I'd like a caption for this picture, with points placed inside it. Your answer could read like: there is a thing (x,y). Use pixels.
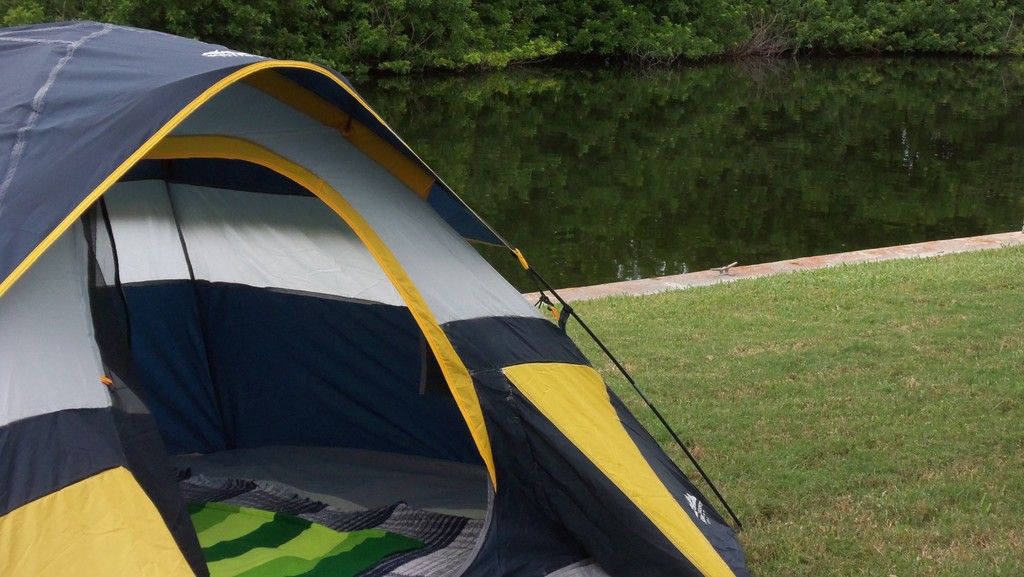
In this image I can see grass ground (747,472) and on it I can see a tent house (420,307). In the house (331,498) I can see few clothes (348,534). In the background (302,32) I can see water (676,228) and number of trees (389,23).
